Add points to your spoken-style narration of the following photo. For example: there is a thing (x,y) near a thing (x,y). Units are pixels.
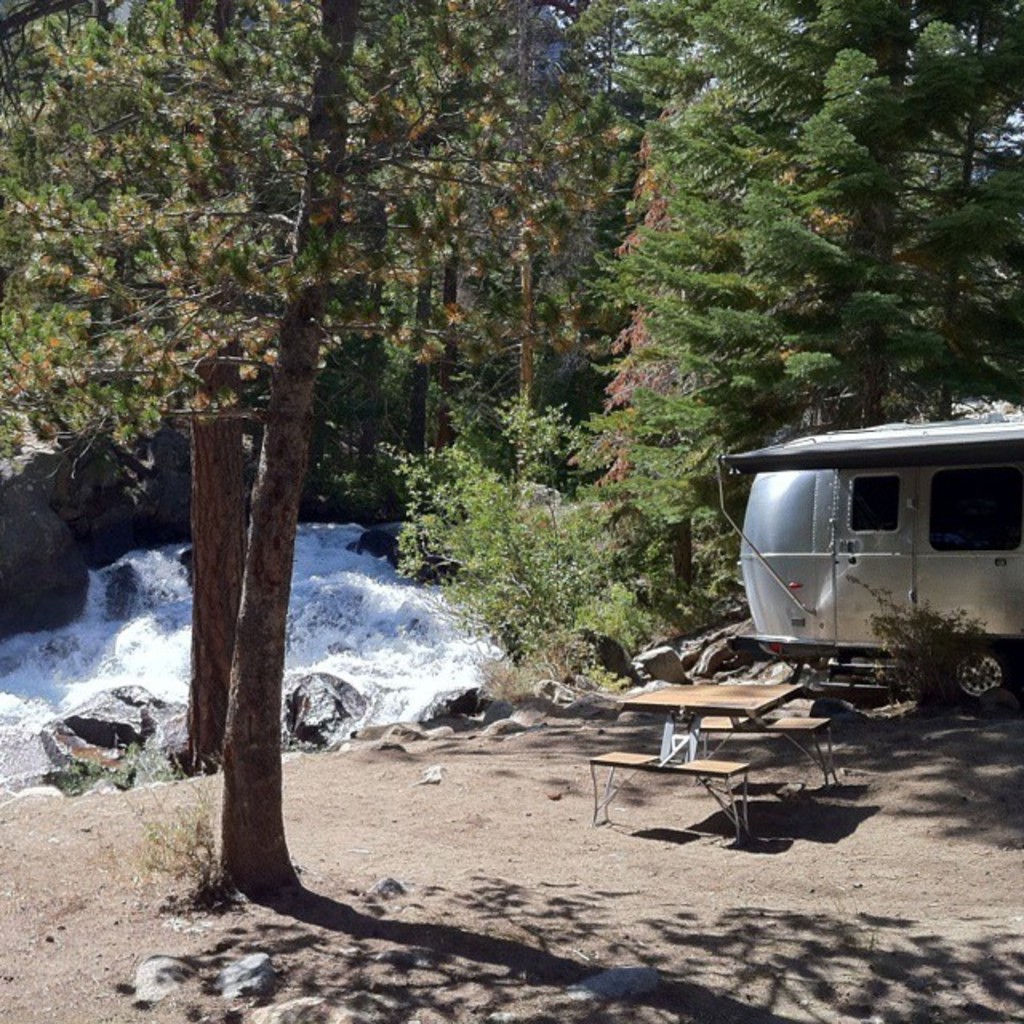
In this image we can see a lot trees (207,317), and there we can see a shadow (668,975) of the tree (254,726), and here we can able to see a van (863,596) parked, and here there is a table (681,770) on the surface (745,735), and we can able to see a river (89,631) flowing, and there are some rocks (140,709).
